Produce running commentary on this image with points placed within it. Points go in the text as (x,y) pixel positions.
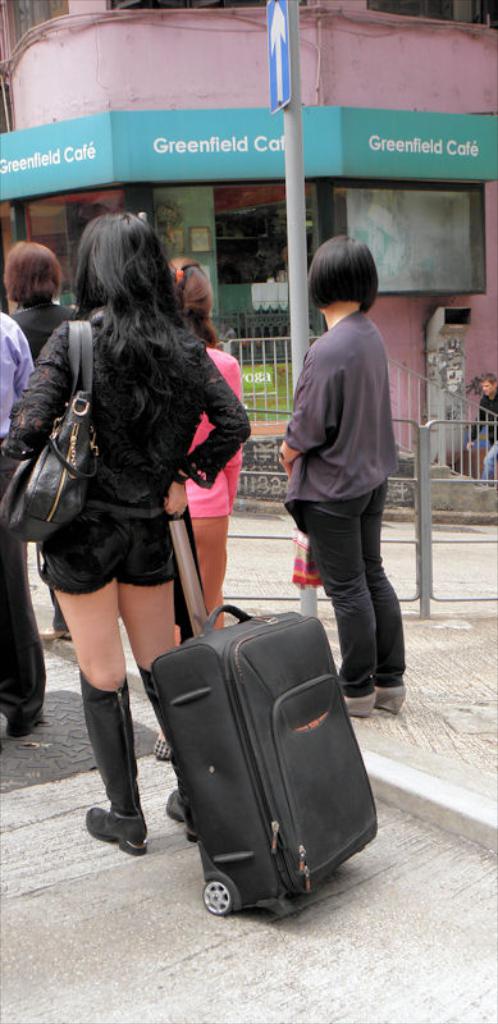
This picture is clicked outside the city. Woman (120,520) who is wearing black dress (117,434) is carrying handbag (34,468). She is even dragging suitcase (272,826) on the road (357,861) and in front of her, we see four people (225,358) standing on the road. In front of them, we see a building (328,95) which is pink in color and on that building (374,105), we see a green color hoarding board (422,133).
